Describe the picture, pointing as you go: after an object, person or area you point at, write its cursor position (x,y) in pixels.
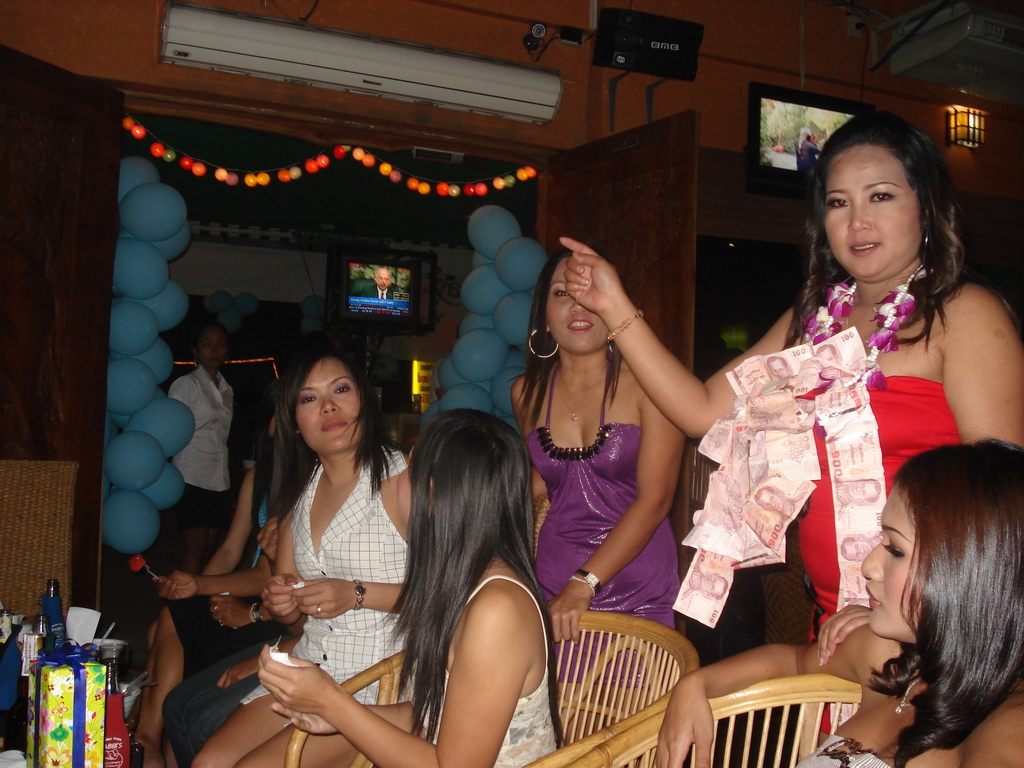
In the image i can see a person's (1018,562), chairs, television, balloons (480,406), ac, light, door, water bottle (112,690) and some other objects (140,685).
